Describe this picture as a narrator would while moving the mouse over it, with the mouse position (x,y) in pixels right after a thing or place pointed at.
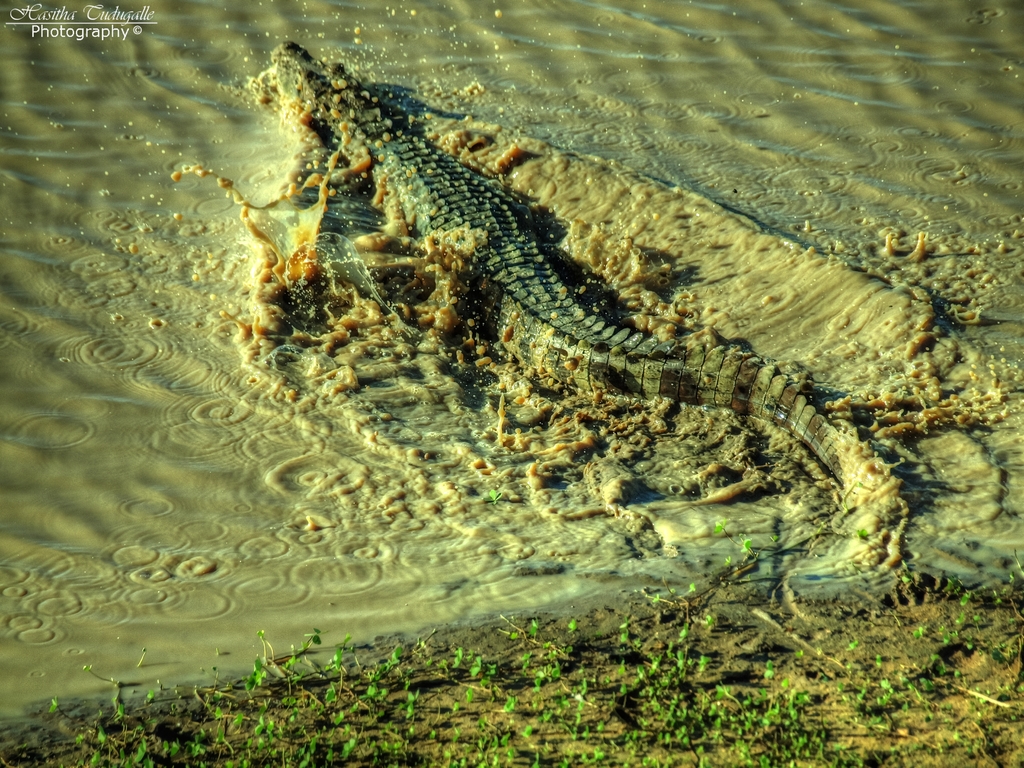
In this picture, we can see a crocodile (534,281) in water (560,273), we can see the ground (656,651) with plants (532,673), and some watermark (102,12) in the top left corner of the picture (117,12).
